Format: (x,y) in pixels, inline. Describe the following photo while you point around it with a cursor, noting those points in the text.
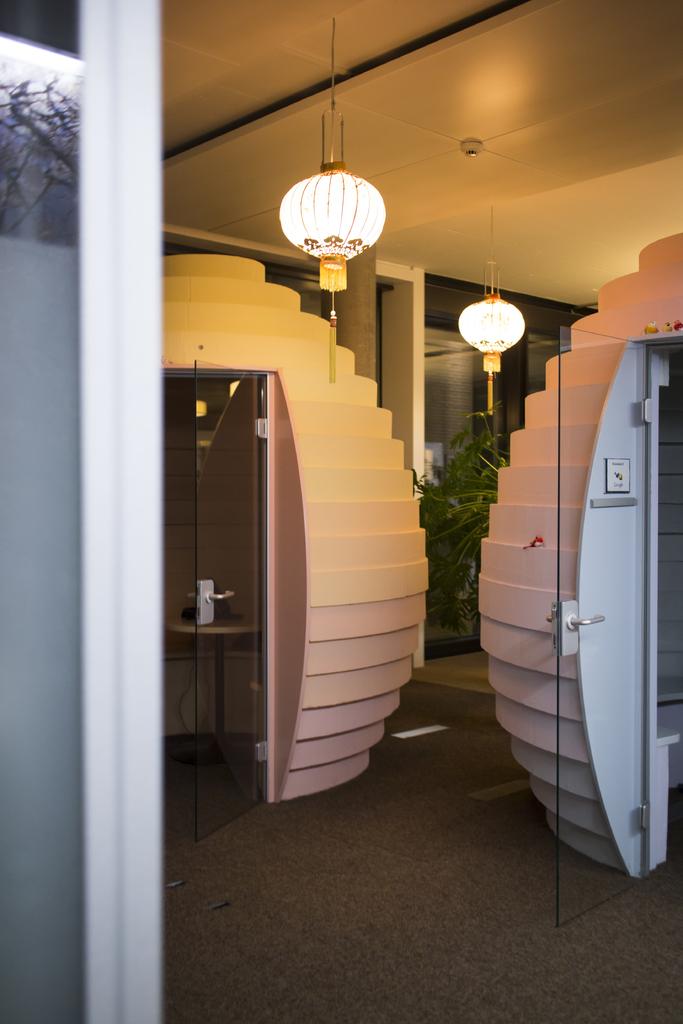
In this image it looks a glass door (33,17) on the left corner (37,786). There is a floor (650,917) at the bottom (650,917). There are cabinets (371,397) with glass doors (234,496) in the foreground (351,591) and on the right corner (615,754). There are potted plants (481,518) and glass windows (528,329) in the background (464,304). There are lights (337,146) hanging on the roof (414,146) at the top (308,204).
